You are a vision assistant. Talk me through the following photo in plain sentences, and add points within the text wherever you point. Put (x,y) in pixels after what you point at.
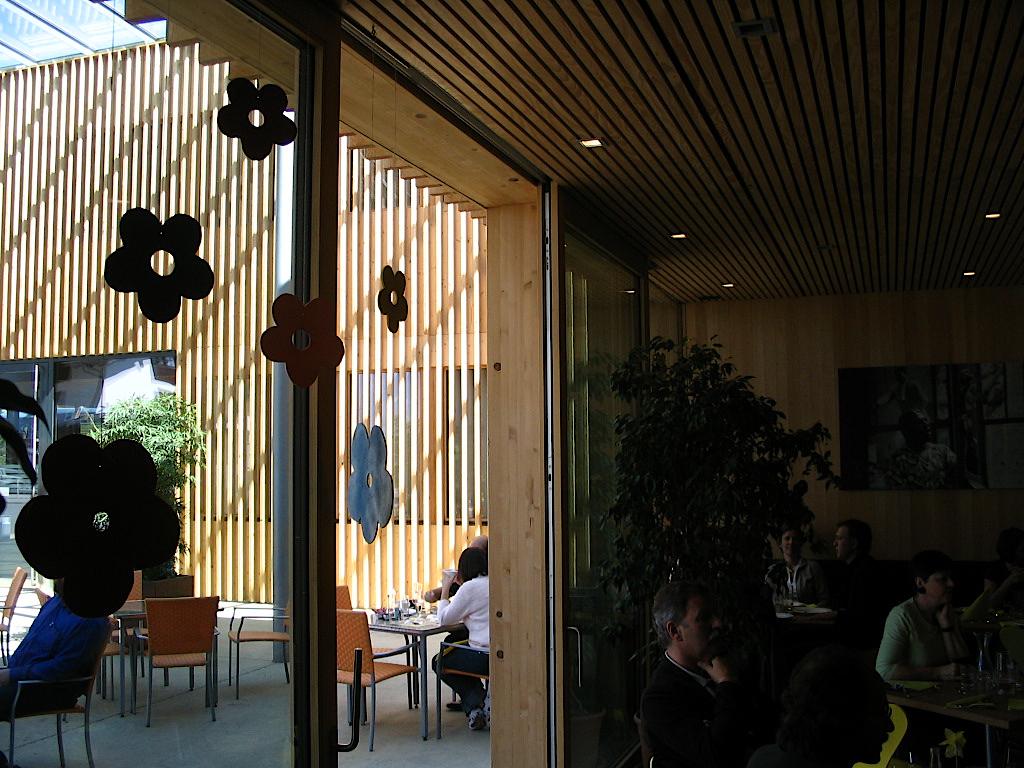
In this image there are group of persons (695,611) who are sitting on the chairs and tables (796,616) at the left side of the image (330,155) there is a window (116,386).
